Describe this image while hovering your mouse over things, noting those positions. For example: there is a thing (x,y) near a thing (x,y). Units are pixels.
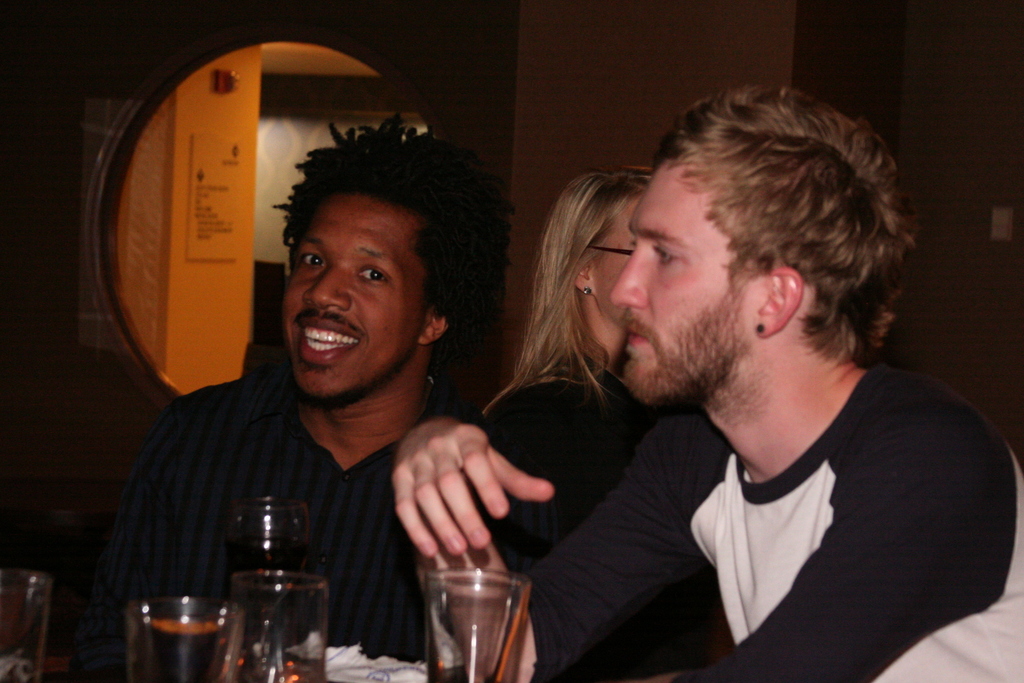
In this image we can see two men (470,422) and one woman (565,414). At the bottom of the image (487,629), we can see glasses (144,658) and tissue papers (373,666). In the background (345,10), we can see the walls (669,124). We can see a poster (232,186) on a wall (187,194).
